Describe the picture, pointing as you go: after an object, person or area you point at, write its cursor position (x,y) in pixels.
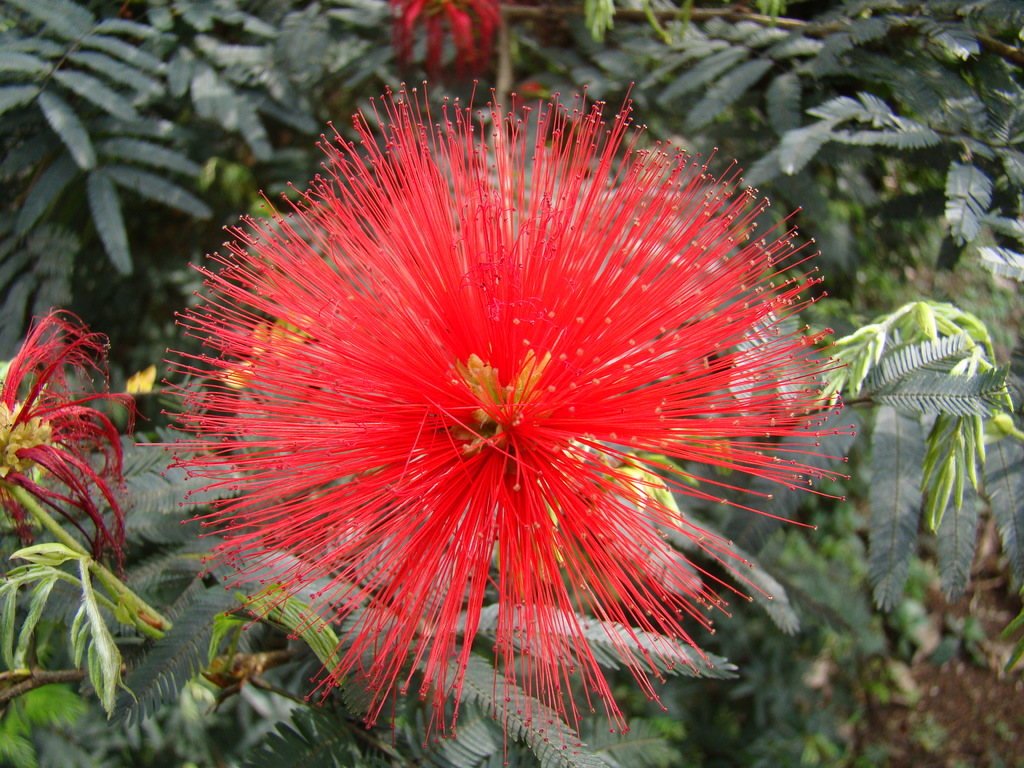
This picture I can see few flowers (440,422) and plants (656,513).
